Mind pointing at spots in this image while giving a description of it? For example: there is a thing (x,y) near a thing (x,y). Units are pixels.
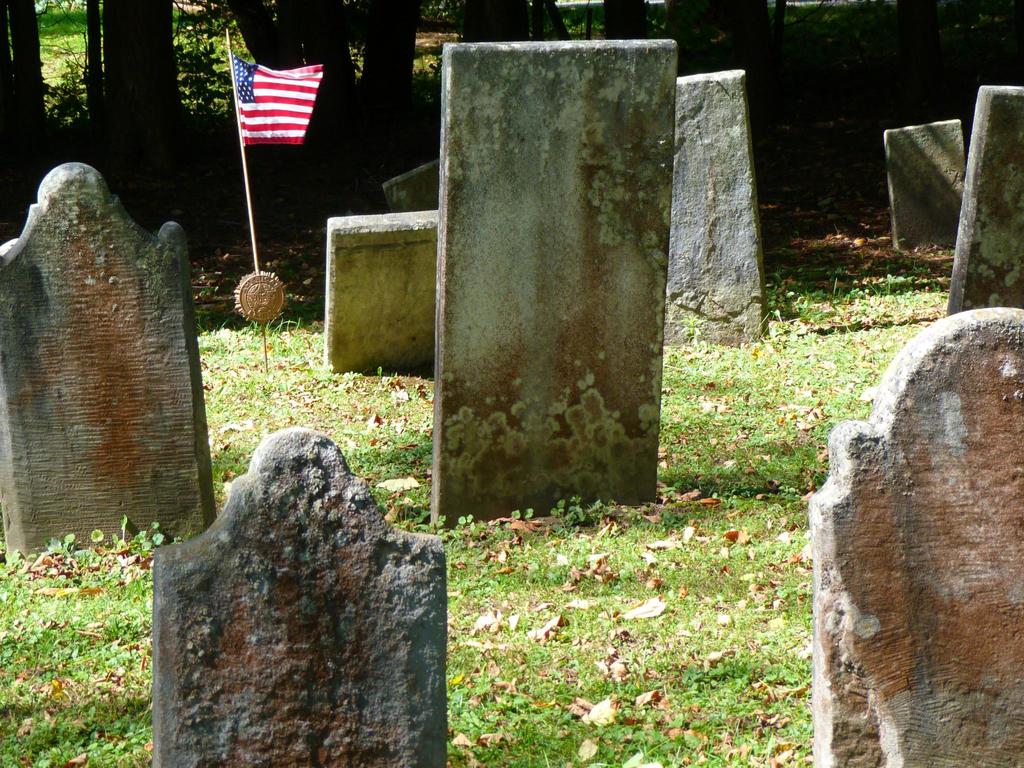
In this picture I can see a graveyard (590,192), there is a flag (272,143) with a pole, and in the background (988,31) there are trees (120,101).
